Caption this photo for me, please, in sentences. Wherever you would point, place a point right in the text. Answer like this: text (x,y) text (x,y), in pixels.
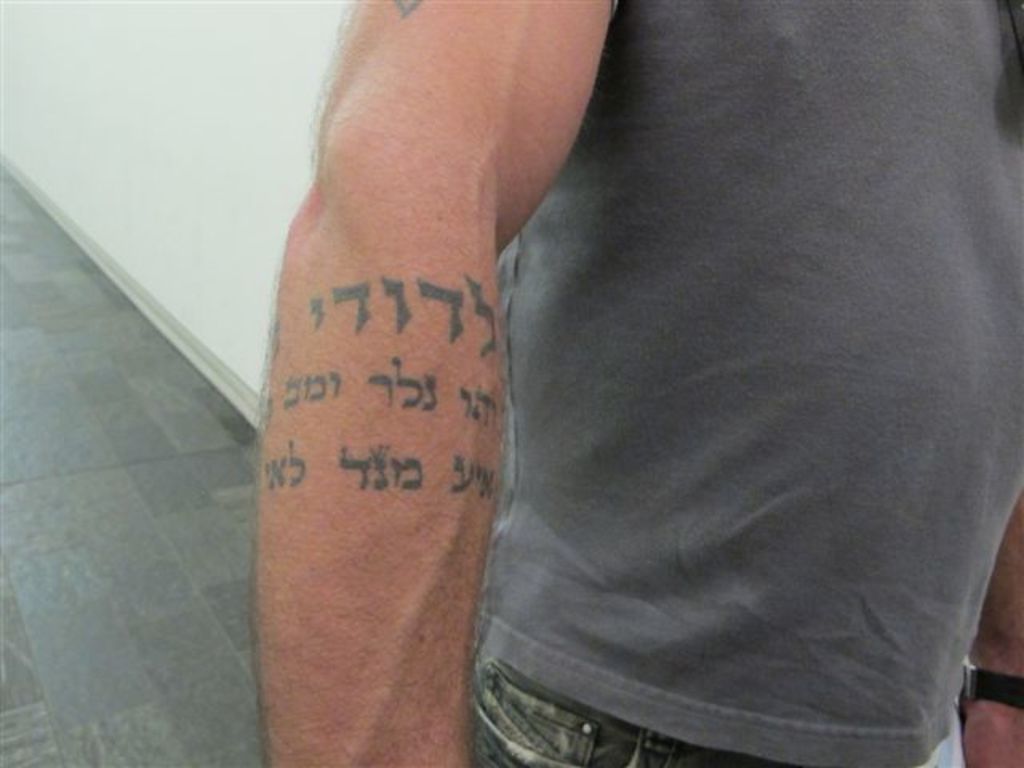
In this image there is a person (815,336). There is a tattoo (324,393) on the hand (398,368) of the person (421,363). Beside the person (368,287) there is a wall (286,75). To the left (104,457) there is the floor (78,540).
